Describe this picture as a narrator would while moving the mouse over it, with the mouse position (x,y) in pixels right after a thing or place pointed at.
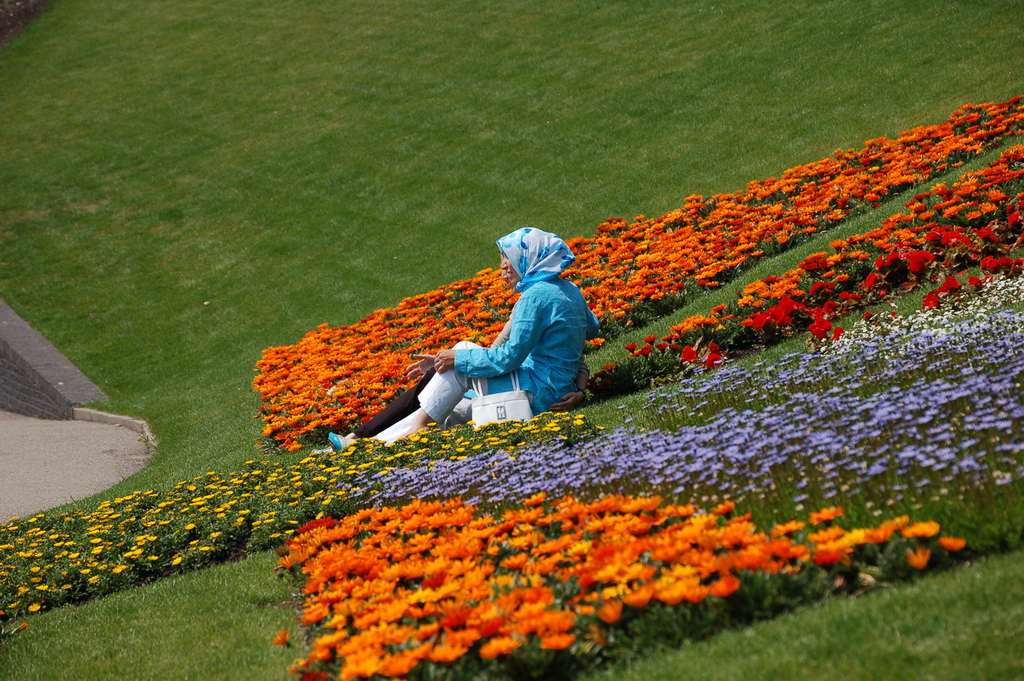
In this image in front (362,644) there are plants (646,558) and flowers (623,496). There is a person (520,393) sitting on the grass (613,404). On the left side of the image (100,446) there is a road (73,454).
